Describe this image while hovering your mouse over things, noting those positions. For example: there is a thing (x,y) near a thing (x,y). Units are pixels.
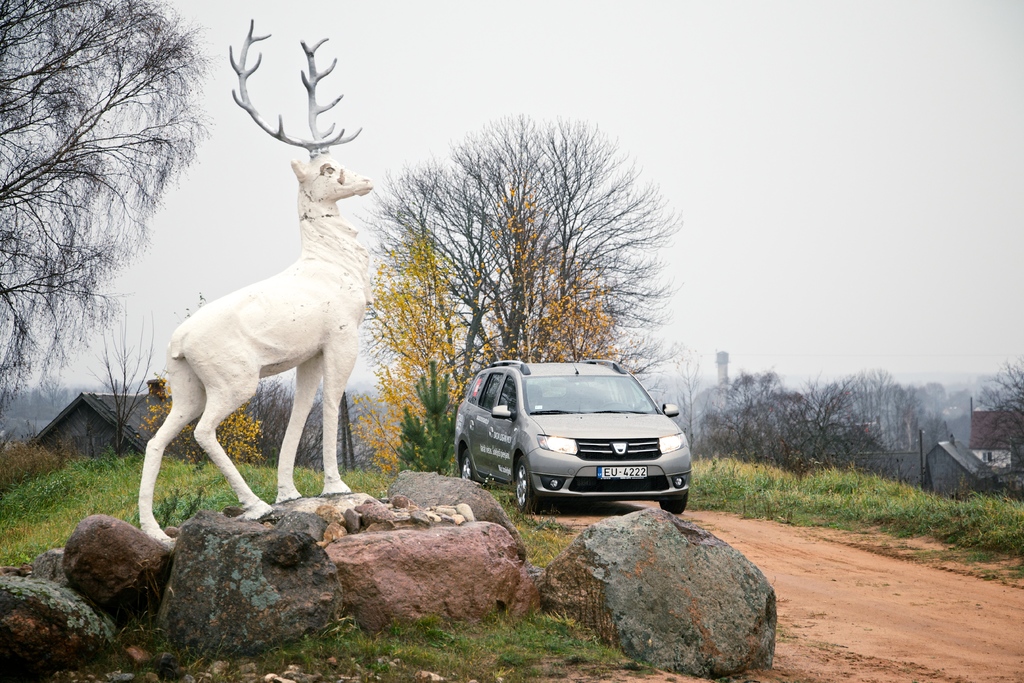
In this picture I can observe a statue (303,369) of a deer (299,307) on the left side (237,390). It is in white color. On the right side (687,476) I can observe a car (660,450) moving on the road (784,538). In the bottom of the picture (444,606) there are some stones (245,582). In the background (401,304) there are trees (536,218) and sky (489,114).
